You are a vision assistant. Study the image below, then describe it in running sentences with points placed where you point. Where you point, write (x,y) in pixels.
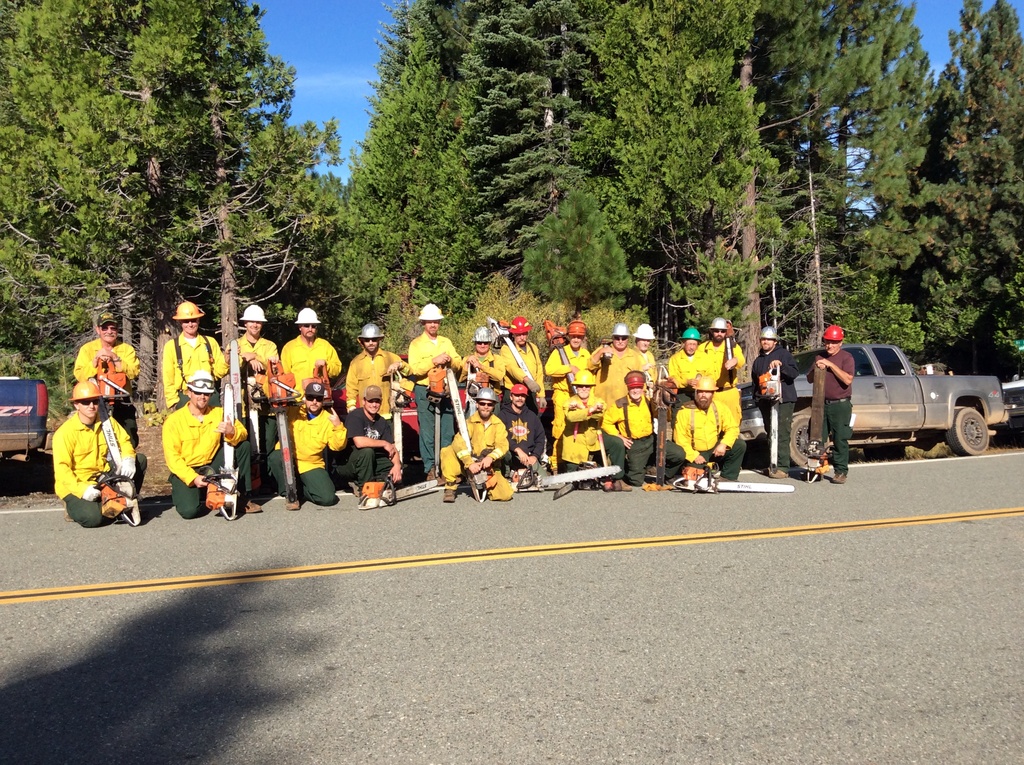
In the picture I can see some group of people (698,434) and there are holding something in their hands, some vehicles (899,424) beside the road (465,521), behind we can see so many trees (342,238).
